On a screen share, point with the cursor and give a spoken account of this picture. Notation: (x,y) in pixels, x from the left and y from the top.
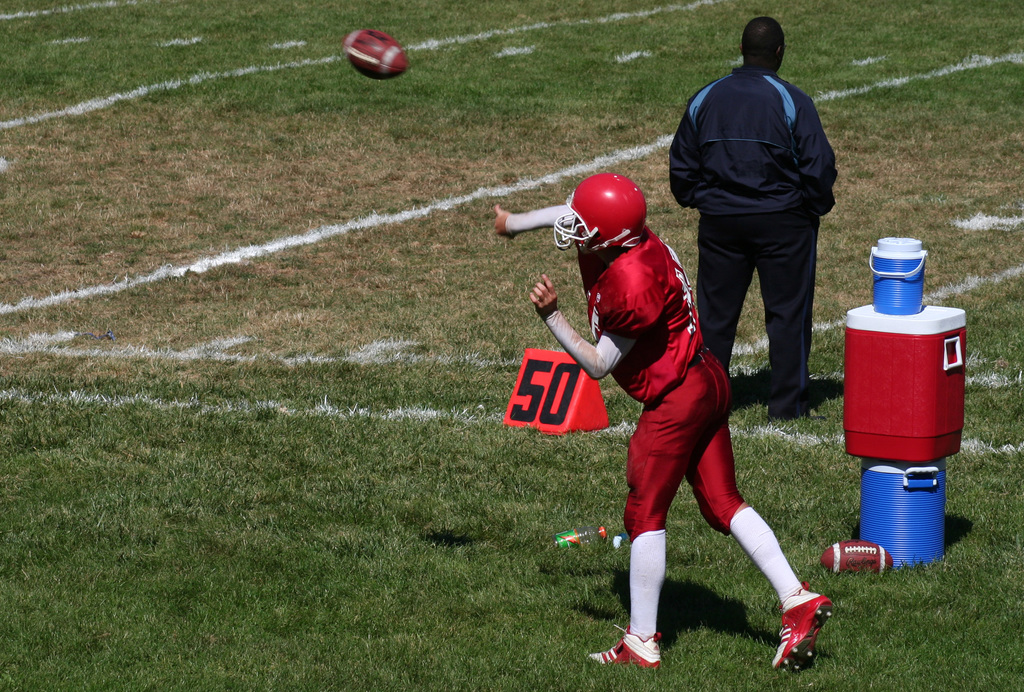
In this image I see a person (695,333) who is wearing red color dress (646,346) and red color helmet (615,222) on the head (616,227) and I see 2 balls (835,556) and I see the grass (292,145) on which there are white lines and I see numbers (570,399) written on this board (560,379) and I see few things (895,395) over here and I see a man (714,225) who is wearing navy blue dress (723,191).
